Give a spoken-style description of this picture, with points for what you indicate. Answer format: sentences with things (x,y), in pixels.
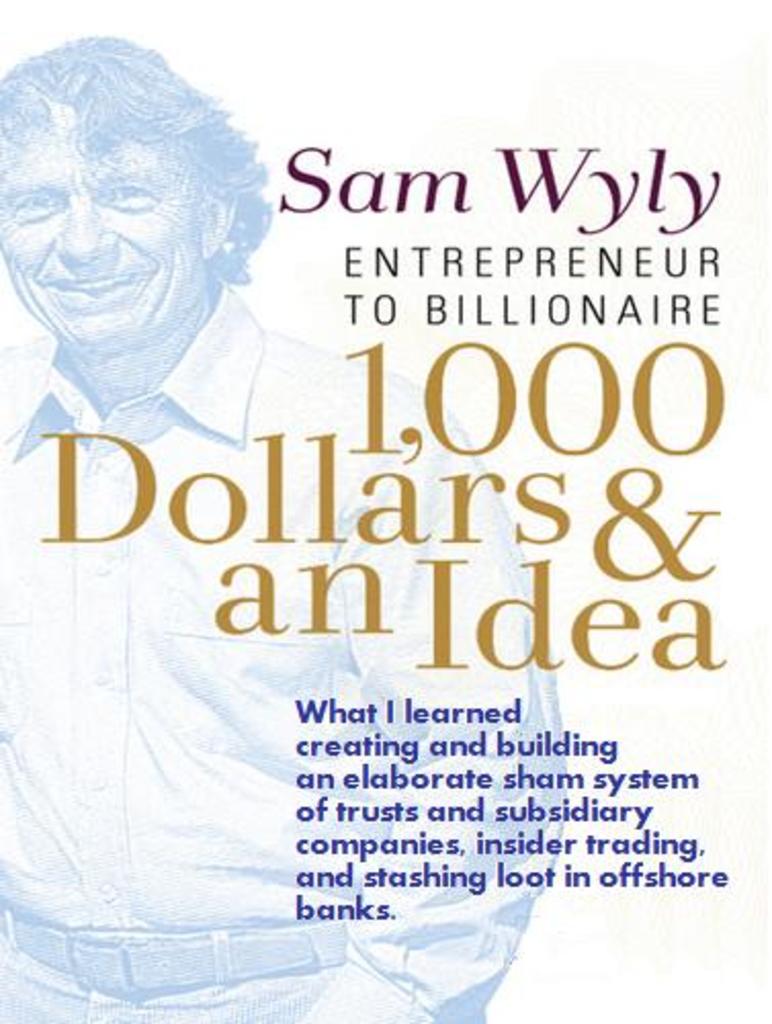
In the picture I can see the poster (591,592). On the poster (570,704) I can see a man (191,465) wearing shirt (89,616) and there is a smile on his face (168,221). I can see the text (568,812) on the right side (522,782).
